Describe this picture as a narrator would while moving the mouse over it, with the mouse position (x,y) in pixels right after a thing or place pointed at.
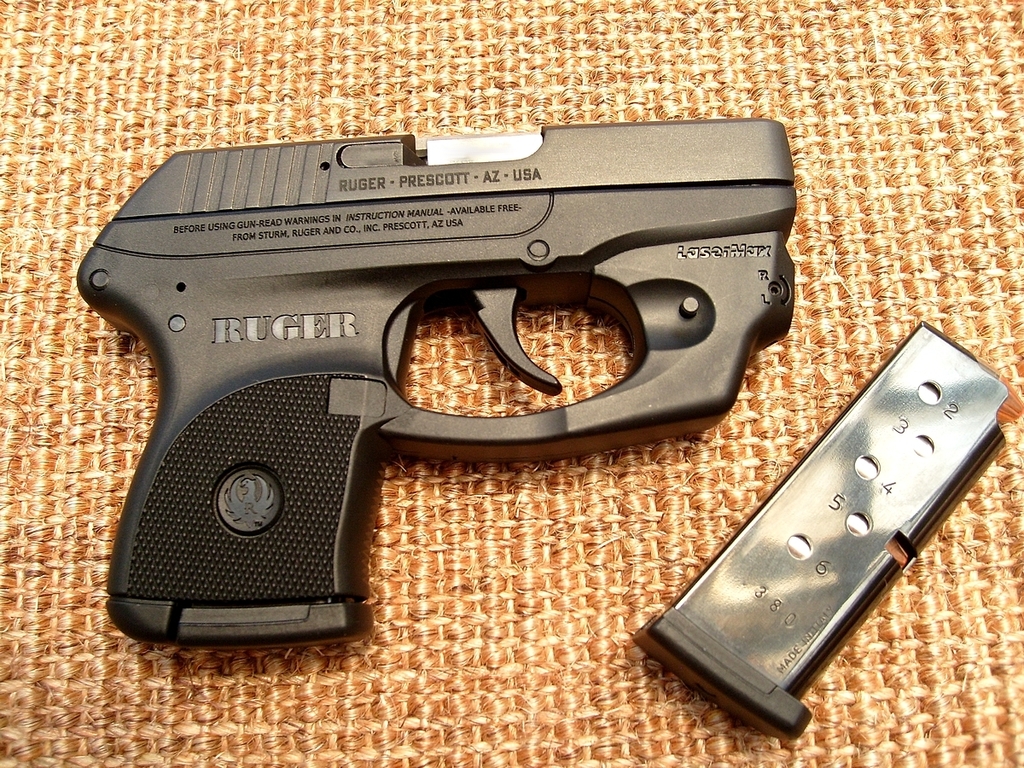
Here we can see a pistol (296,342) and detachable box magazine (823,506) on a platform (637,455).
